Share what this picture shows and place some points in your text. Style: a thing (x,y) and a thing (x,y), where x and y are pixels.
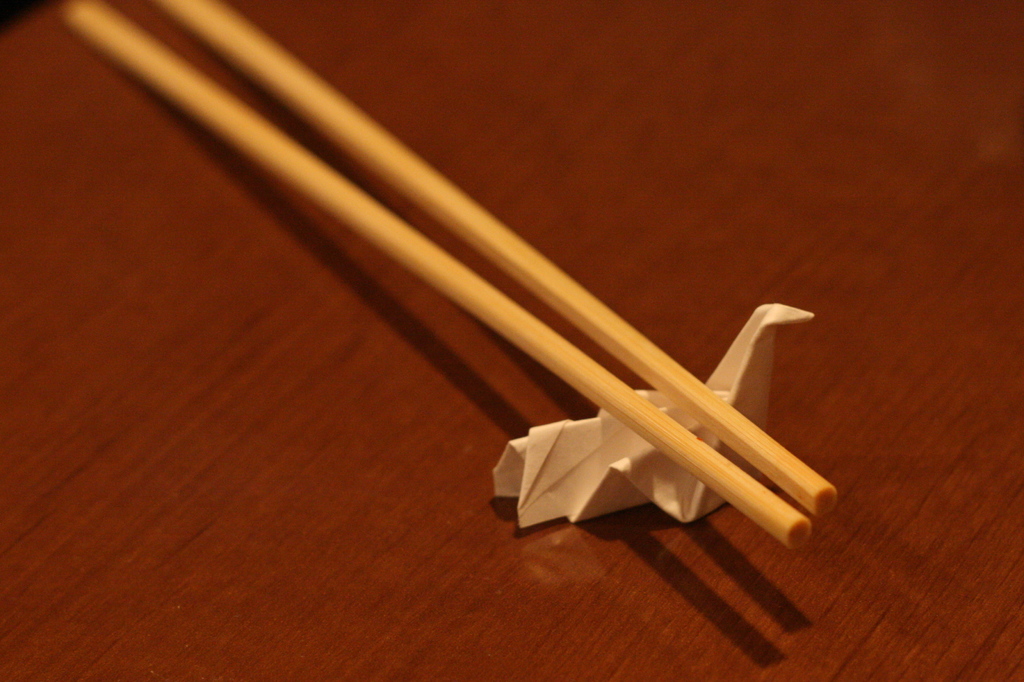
We can see two sticks (643,420), paper (609,468) on the table (816,232).
